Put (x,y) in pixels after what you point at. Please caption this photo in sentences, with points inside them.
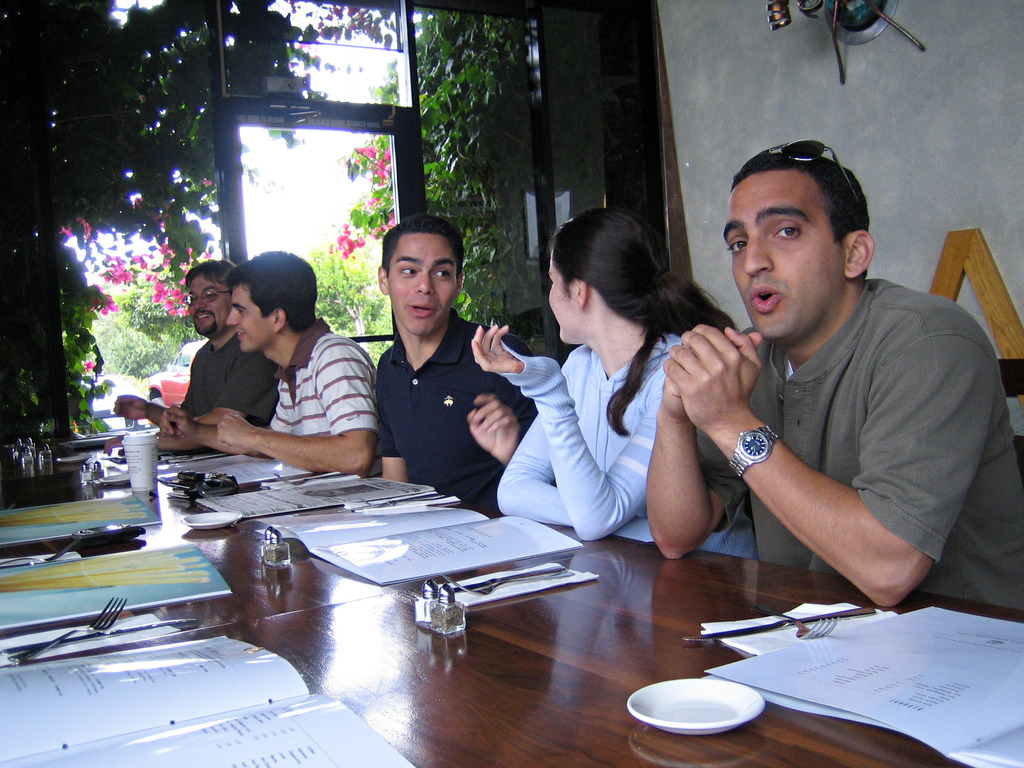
In this picture we can see five persons (641,369) sitting on chair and in front of them there is table (731,602) and on table (435,668) we can see books (459,537), forks (819,634), knife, tissue paper (499,592), bottles (446,623), plate (648,702), glass (133,468) and in the background (144,160) we can see window (344,137), tree (391,165), wall (756,87).
